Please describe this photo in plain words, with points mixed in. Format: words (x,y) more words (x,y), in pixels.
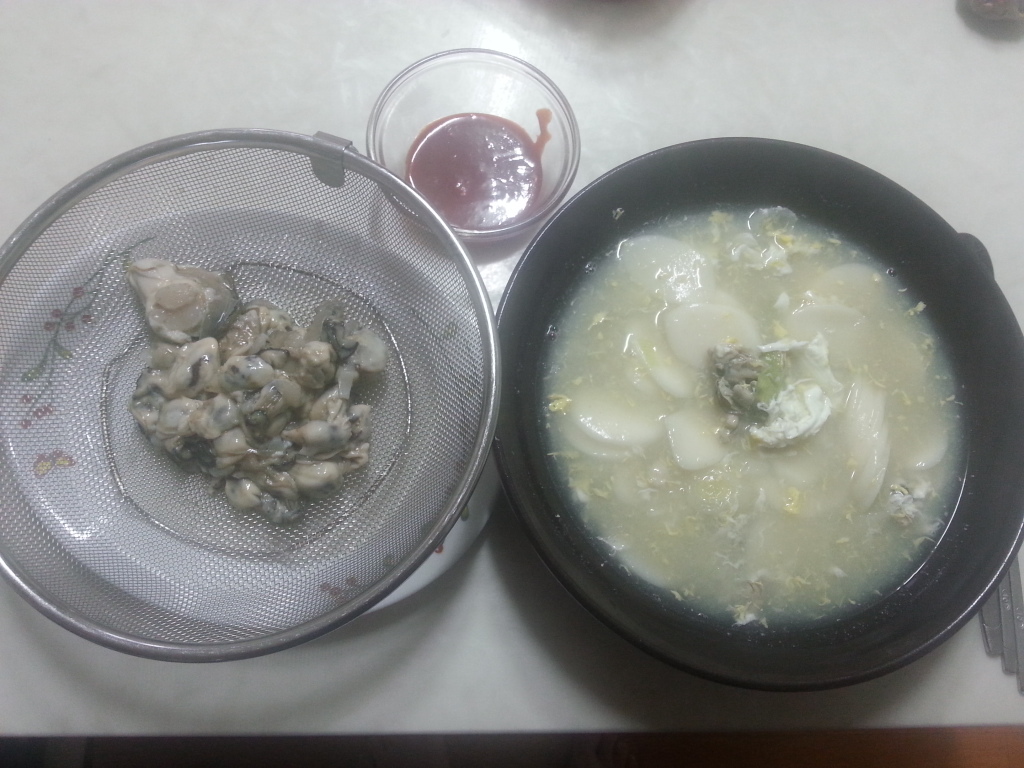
In this picture we can see food (175,328) in the bowls (944,572), beside the bowls (1002,490) we can find spoons (992,643).
